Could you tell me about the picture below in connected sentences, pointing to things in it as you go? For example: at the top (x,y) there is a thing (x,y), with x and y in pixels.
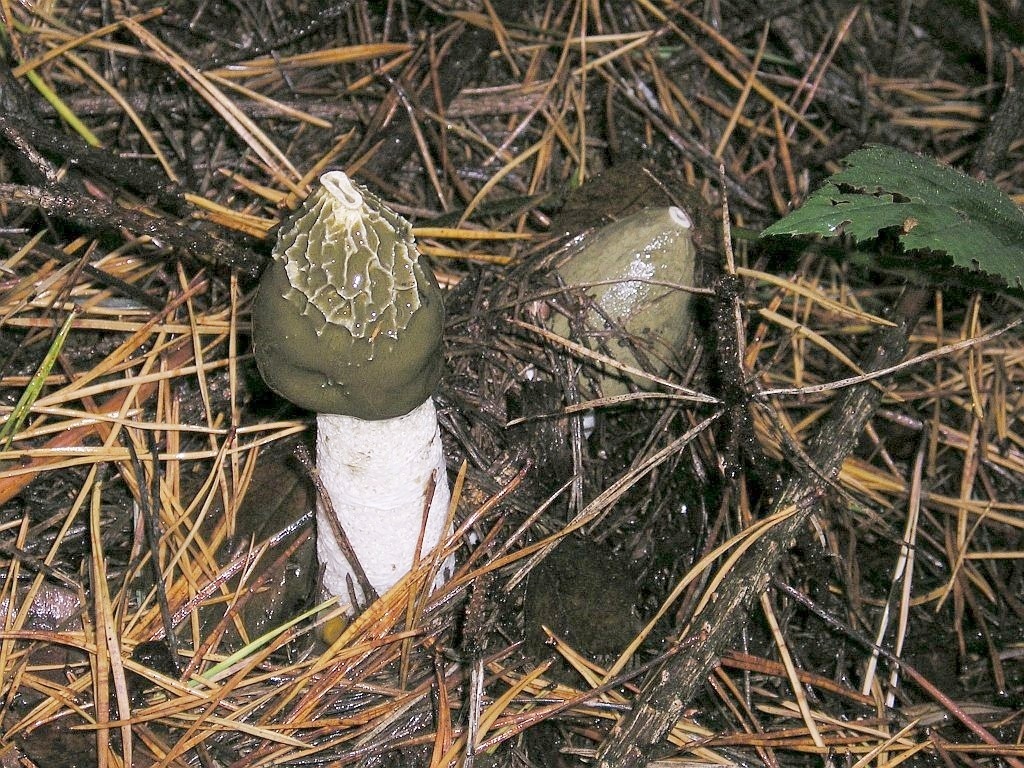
In this image we can see mushrooms (383,341), leaf (914,225), dry grass (452,441) and a mud (590,547).
